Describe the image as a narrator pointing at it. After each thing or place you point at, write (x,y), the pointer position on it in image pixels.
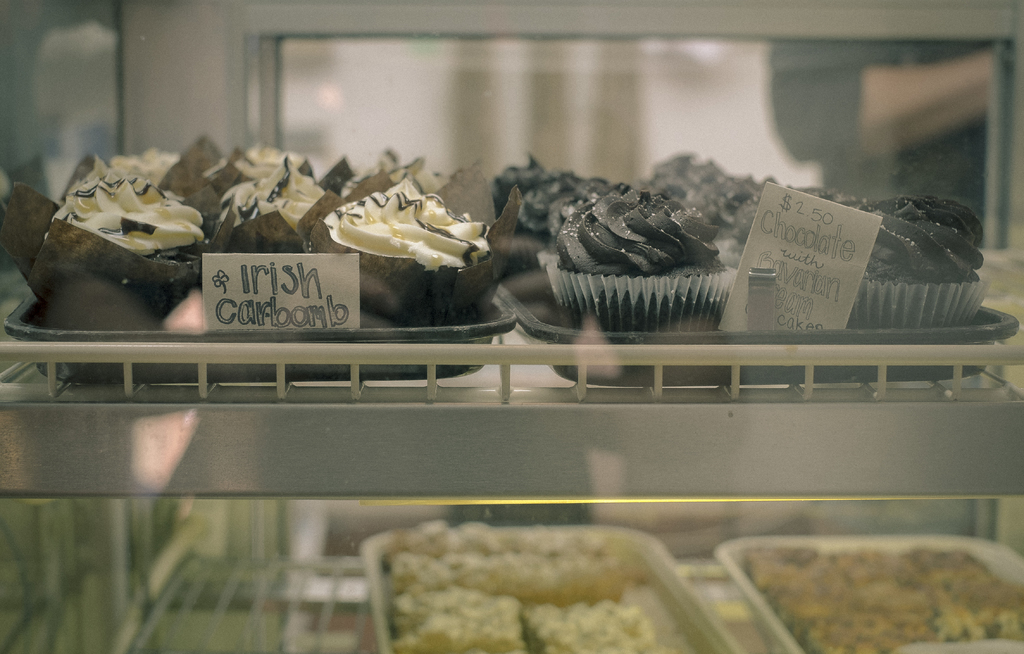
In this image we can see cupcakes (497,248) and desserts (571,573) placed in the shelves (729,586) and there are trays (345,377).
